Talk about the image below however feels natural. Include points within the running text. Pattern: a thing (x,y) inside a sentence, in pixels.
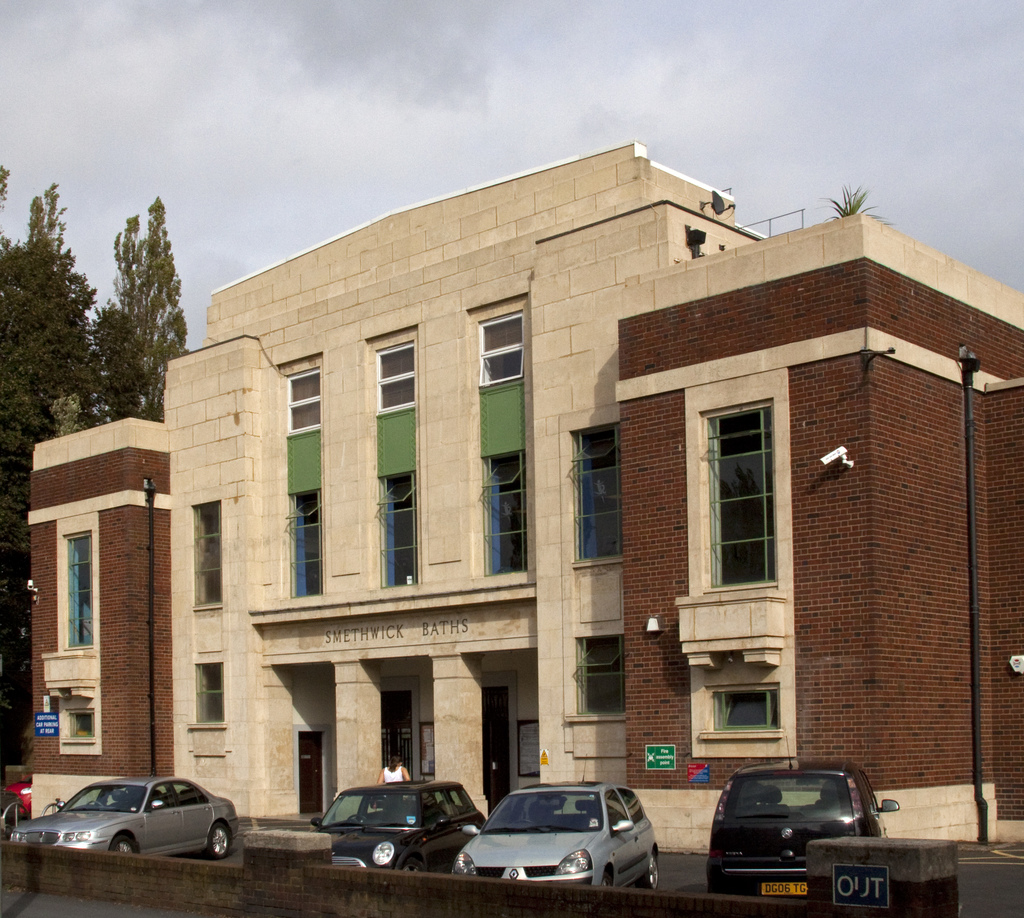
This picture shows a building (554,545) and we see few cars (803,891) parked and we see a human (393,772) and we see trees (105,348) and a cloudy sky (711,105) and we see couple of cameras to the wall (852,441).
